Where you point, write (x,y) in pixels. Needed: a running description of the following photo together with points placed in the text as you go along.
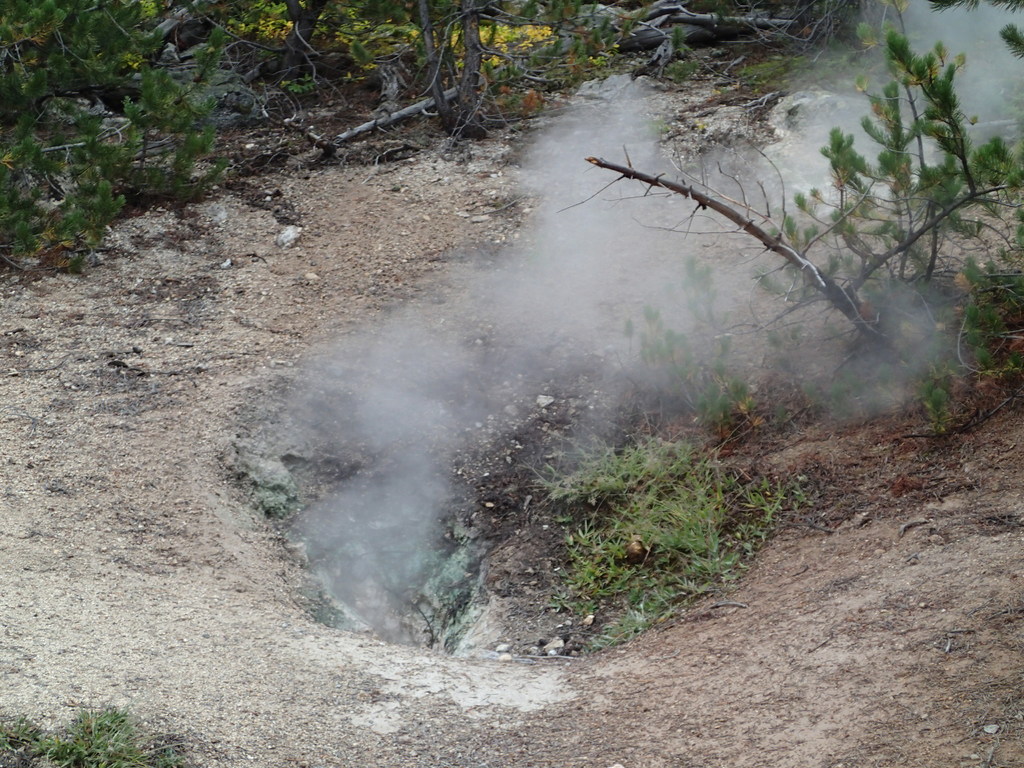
In the middle (553,387) we can see smoke (716,219) and there are plants (107,177) and grass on the ground (766,118).
